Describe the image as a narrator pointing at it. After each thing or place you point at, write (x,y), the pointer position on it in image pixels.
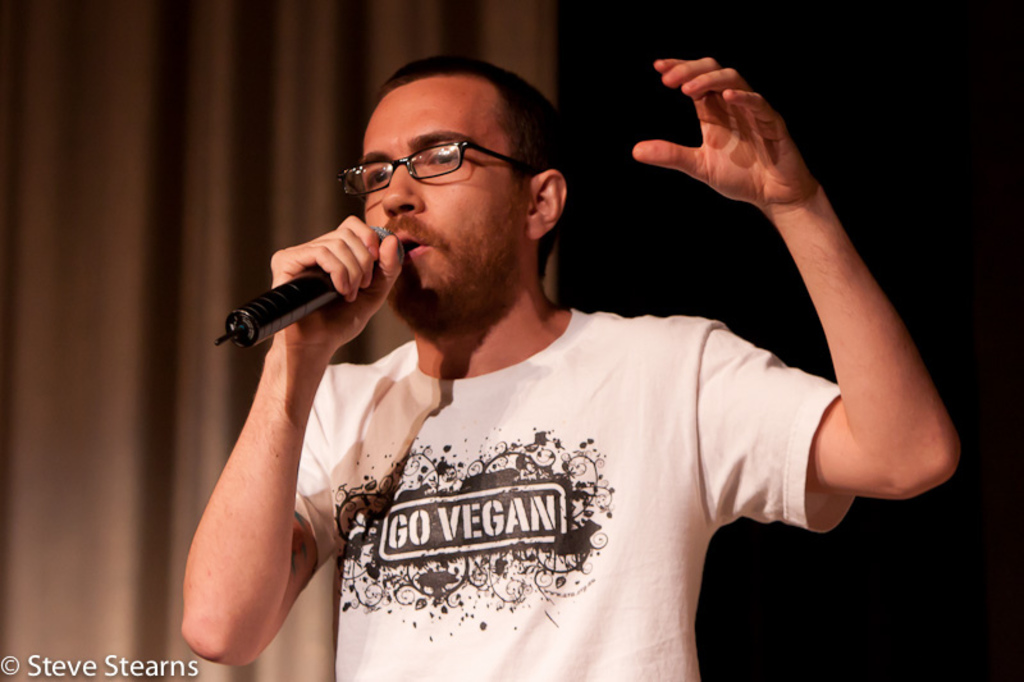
In this image I can see, a man (634,339) is speaking in the microphone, he wears a t-shirt (663,444). In the left hand side (53,669) bottom there is the water mark (72,660).
